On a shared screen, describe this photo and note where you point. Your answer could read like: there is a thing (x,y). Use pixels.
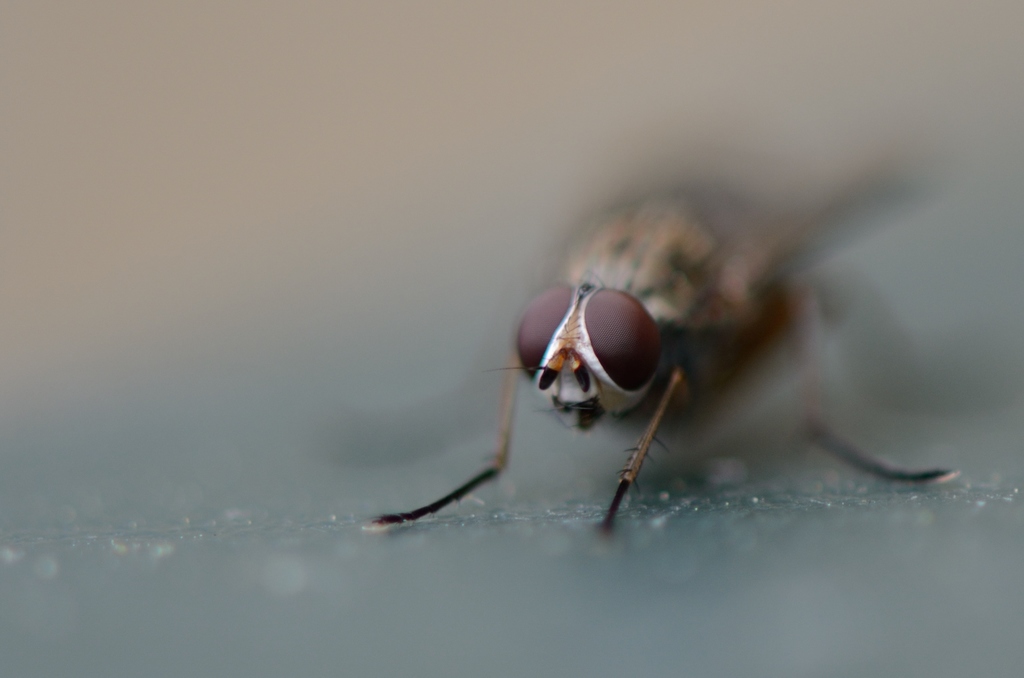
On the right side of this image (716,385) there is a fly (684,326). The background (72,331) is blurred.
